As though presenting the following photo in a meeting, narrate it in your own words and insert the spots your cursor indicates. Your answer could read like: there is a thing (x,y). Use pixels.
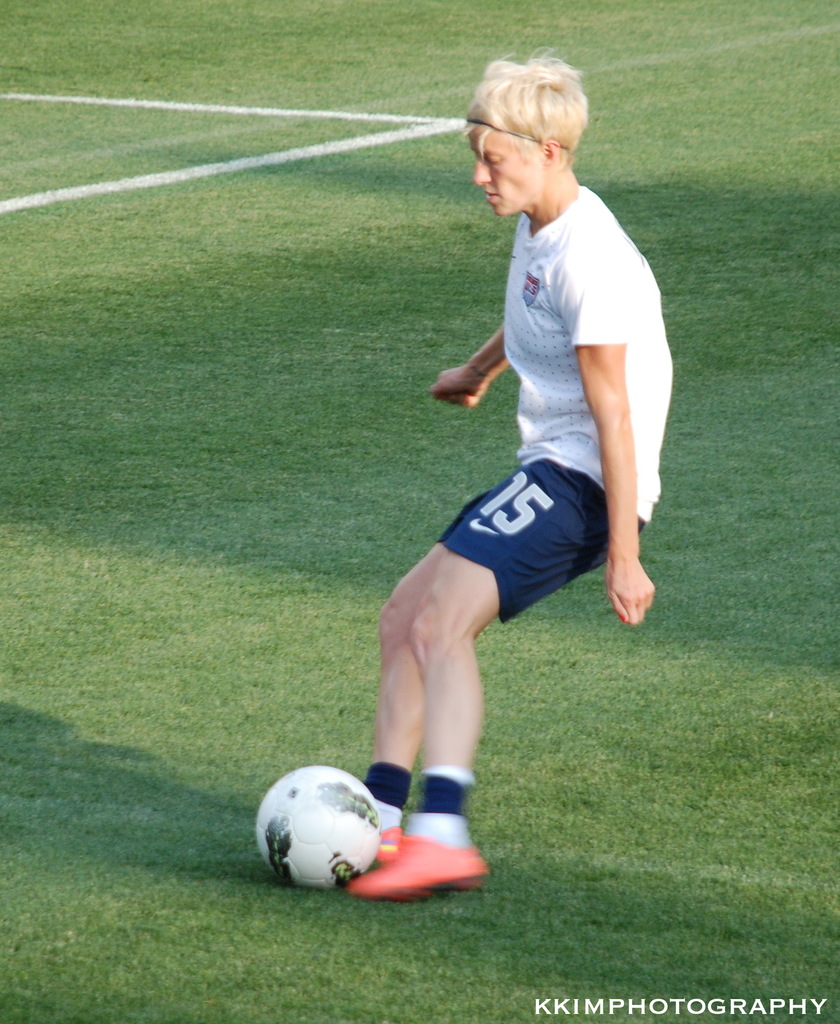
In this picture we can see a person (428,586) who is playing with the ball (362,823). And this is grass (247,345).
